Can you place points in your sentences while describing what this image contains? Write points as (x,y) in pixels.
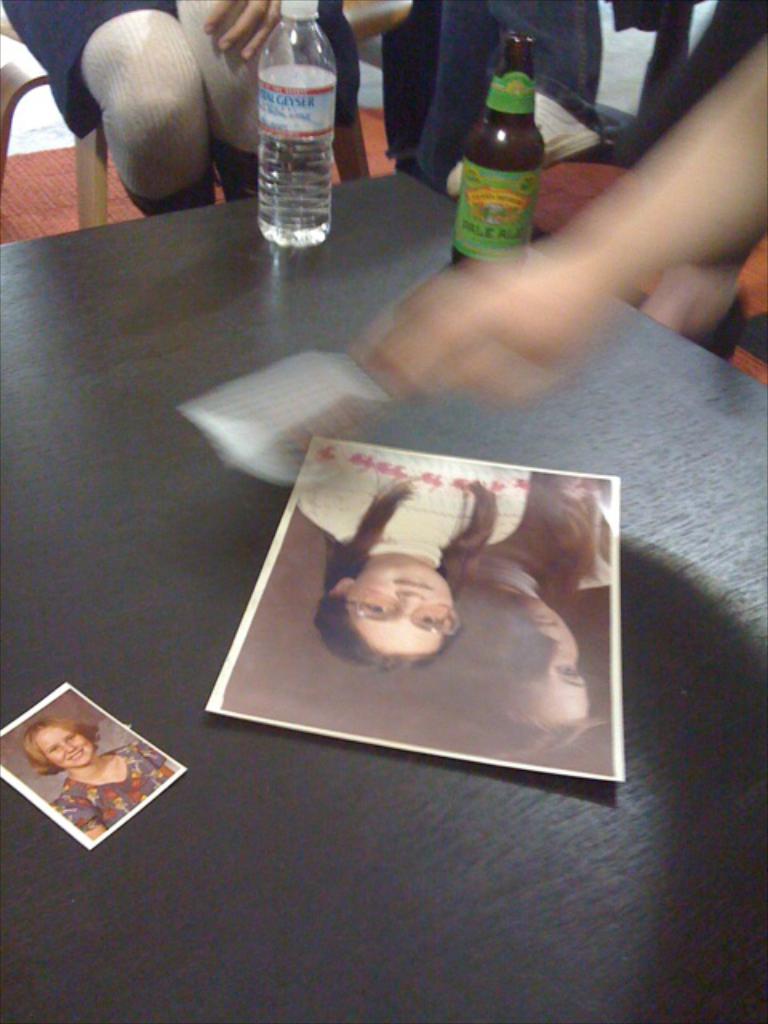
In this picture we can see table (700,572) and on table (152,285) we have photos (297,628), bottle (305,11) and aside to this table (238,563) persons (467,50) sitting on chair (359,159).
